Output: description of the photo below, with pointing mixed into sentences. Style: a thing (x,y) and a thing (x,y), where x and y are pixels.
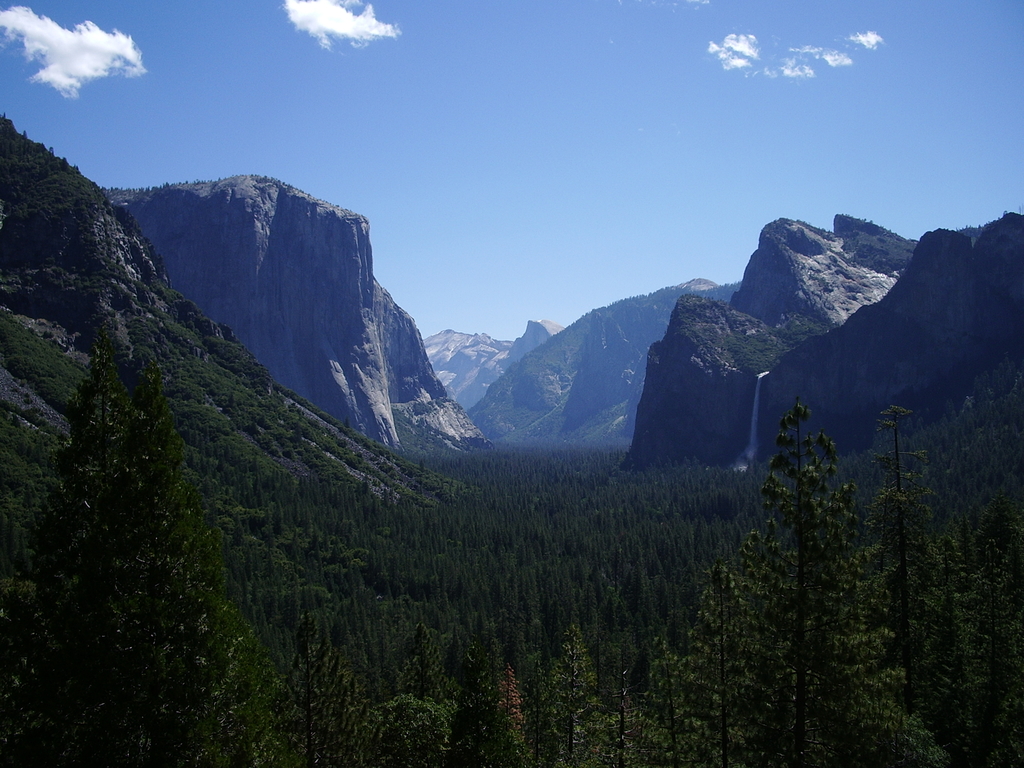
This picture shows hills (23,240) and we see trees (344,523) and a blue cloudy Sky (510,69).
